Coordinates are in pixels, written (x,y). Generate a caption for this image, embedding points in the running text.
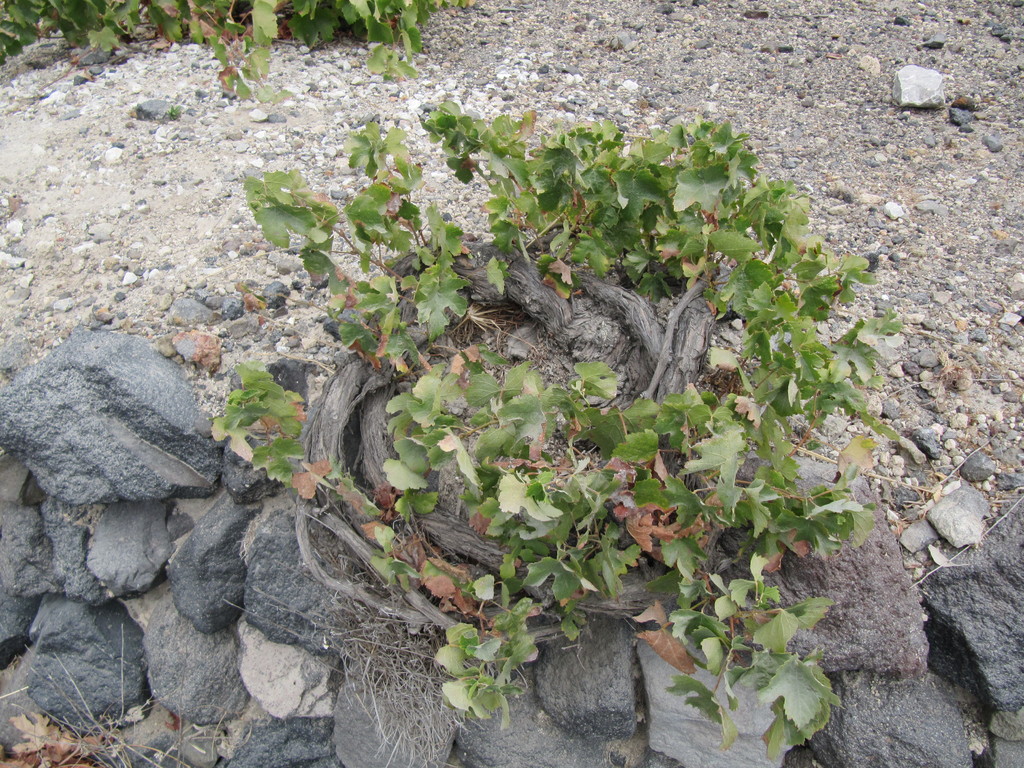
In this image I can see many stones (901,274) and plants (384,231) on the ground (430,155). At the bottom (204,665) there are few rocks (211,581).
